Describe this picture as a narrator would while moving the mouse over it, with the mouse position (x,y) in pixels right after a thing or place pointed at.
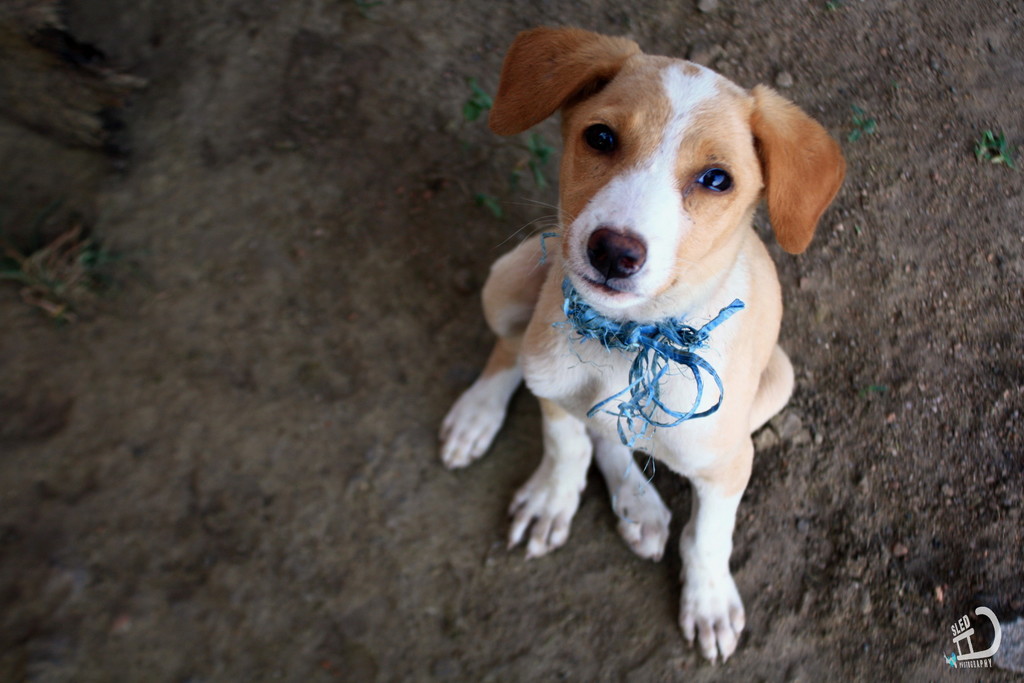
In this image in the center (619,324) there is a dog (611,264) sitting on the ground (39,550), wearing a blue colour object (643,328) in its neck (736,269).
